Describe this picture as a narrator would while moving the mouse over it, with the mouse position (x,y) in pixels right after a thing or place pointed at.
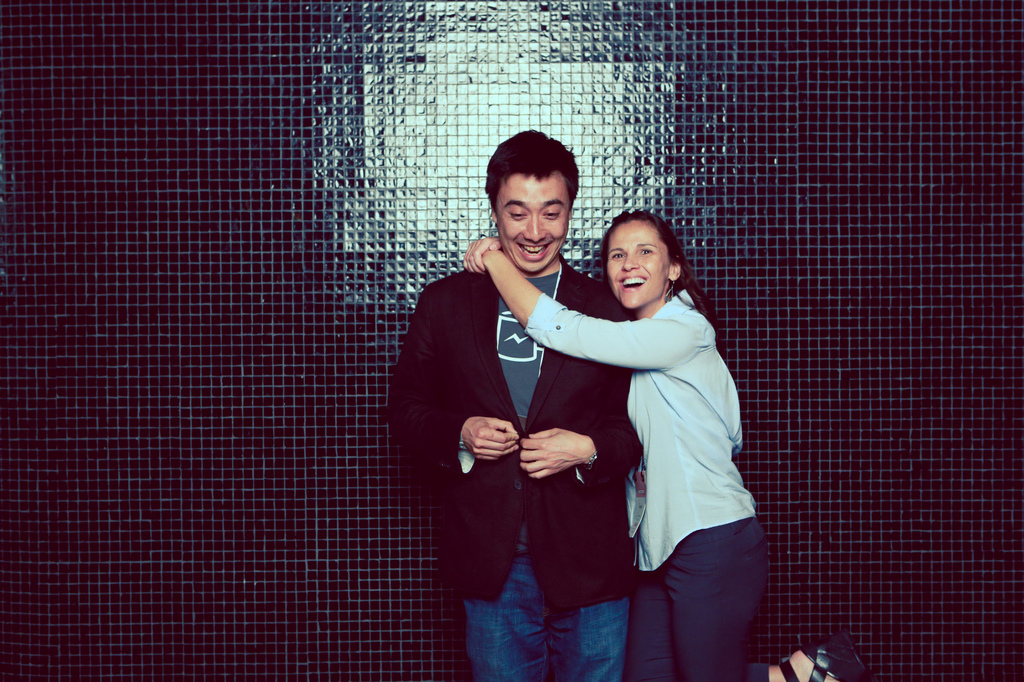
In this image we can see two persons (445,421) smiling. Behind the persons (672,488) we can see a wall (258,255).
